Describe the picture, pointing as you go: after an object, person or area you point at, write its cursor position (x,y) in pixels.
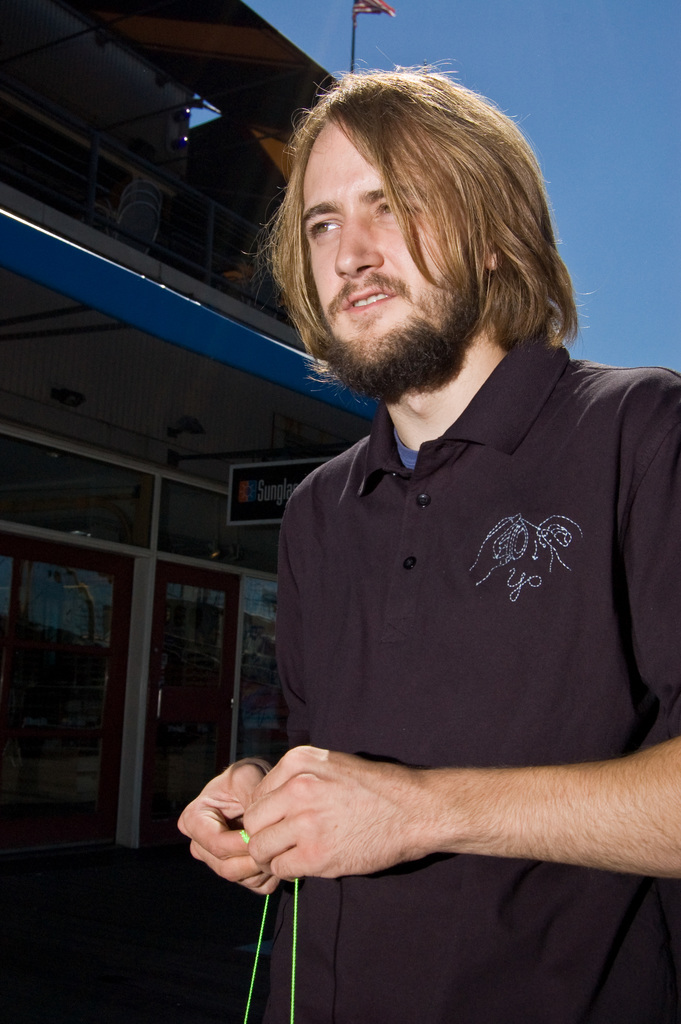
In the foreground (464,213) I can see a man (407,913) is holding some object (247,1018) in hand (288,801). In the background (217,446) I can see a building (228,415), board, flag pole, metal rods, door (161,580) and the sky (578,123). This image is taken may be near the building (226,332).
